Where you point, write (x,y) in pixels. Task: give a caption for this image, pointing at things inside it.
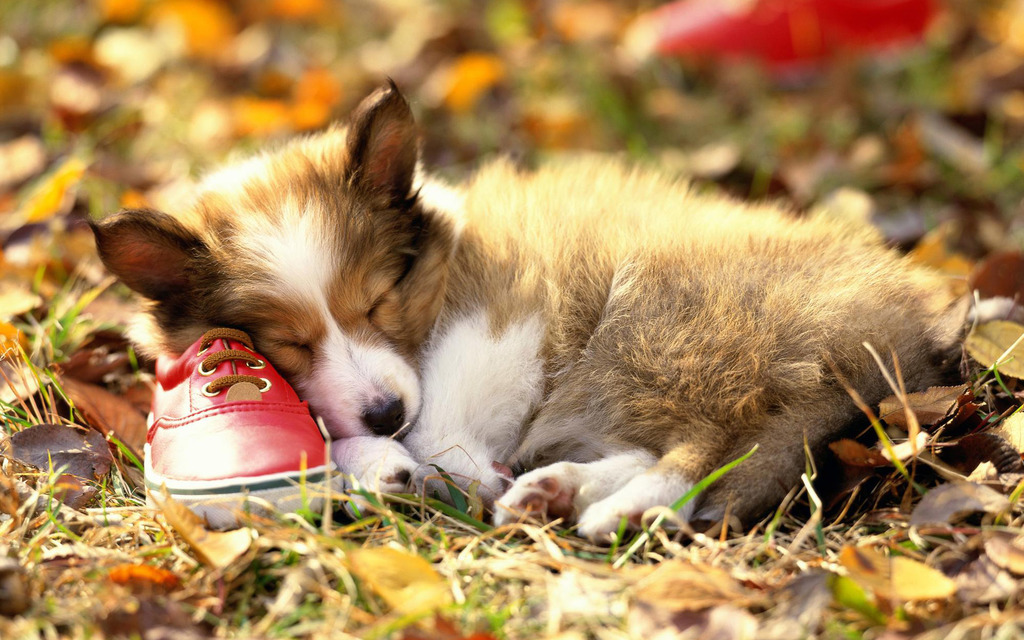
Here we can see a dog (386,430) is sleeping and a shoe (198,433) on the ground (260,554) and we can also see leaves (984,37). In the background (708,33) the image is blur but we can see an object (685,50).
